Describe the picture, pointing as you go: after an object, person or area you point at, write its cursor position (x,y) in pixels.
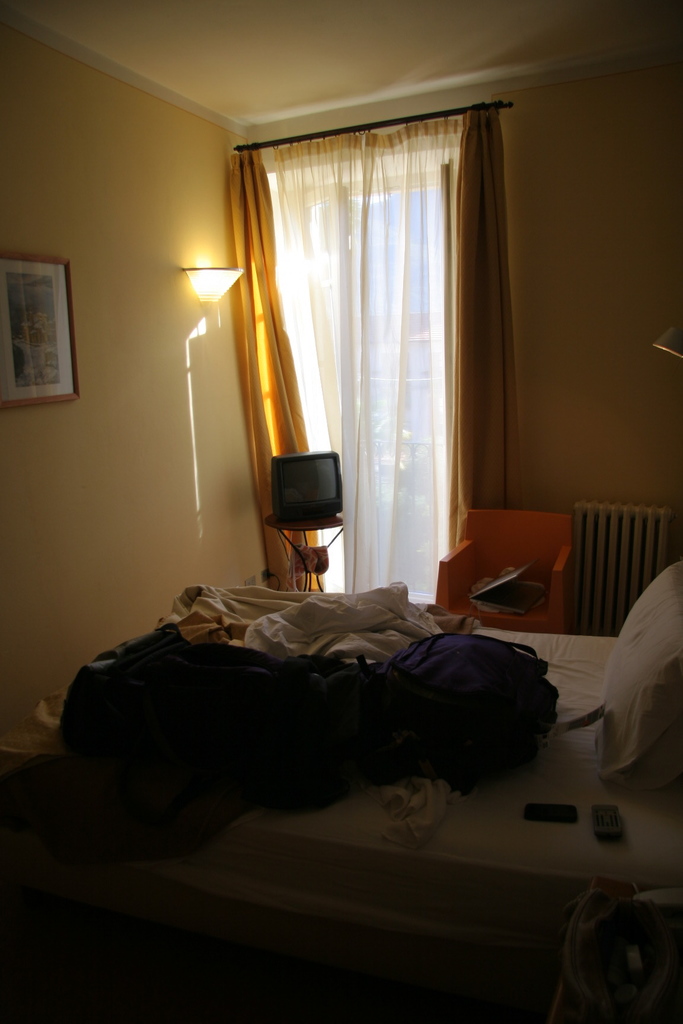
This picture describes about inside view of a room (483,793), in this we can find a bed (371,833), chair (512,539), television (317,472) and curtains (389,401), and also we can find few lights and a frame (8,282) on the wall (134,388).
